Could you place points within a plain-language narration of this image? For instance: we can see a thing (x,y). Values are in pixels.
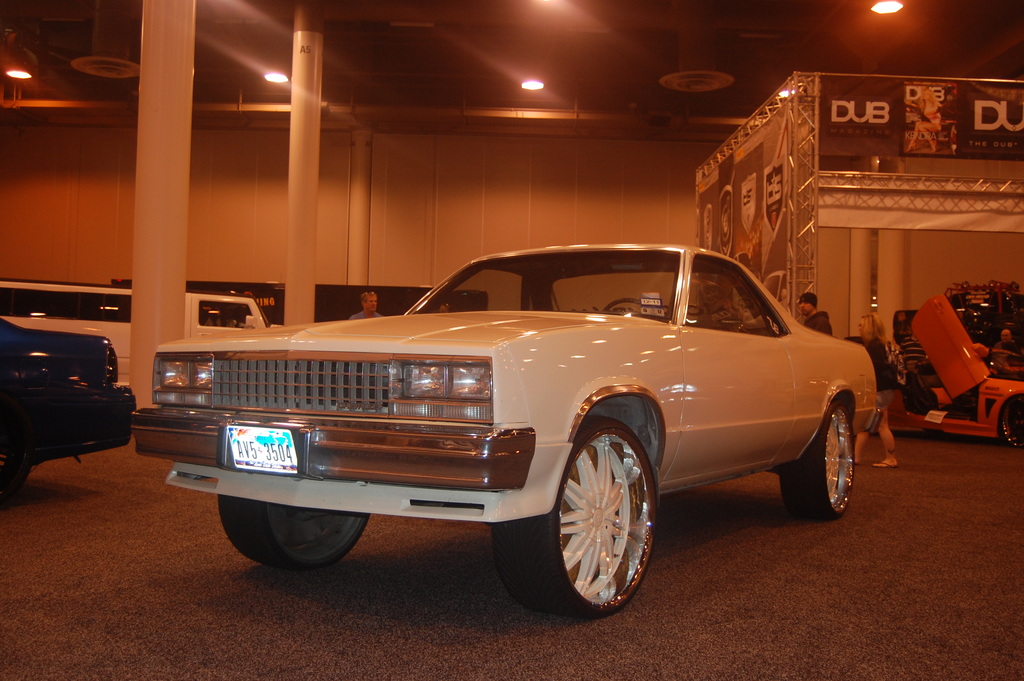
This image is taken indoors. At the bottom of the image (307,589) there is a floor (789,597). In the background (272,192) there is a wall (417,203) and there are a few pillars (887,261). At the top of the image (488,72) there is a roof (524,77) with a few lights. On the left side of the image (128,316) a few vehicles (103,336) are parked on the floor (50,577). There are two pillars (165,277). On the right side of the image (763,244) there are two banners (876,130) with text (880,120) on them. There are a few iron bars (839,176). There is a vehicle (947,380) parked on the floor (972,446). There are a few people (915,344). In the middle of the image (413,418) a car (371,434) is parked on the ground (863,453) and there is a man (360,314).
